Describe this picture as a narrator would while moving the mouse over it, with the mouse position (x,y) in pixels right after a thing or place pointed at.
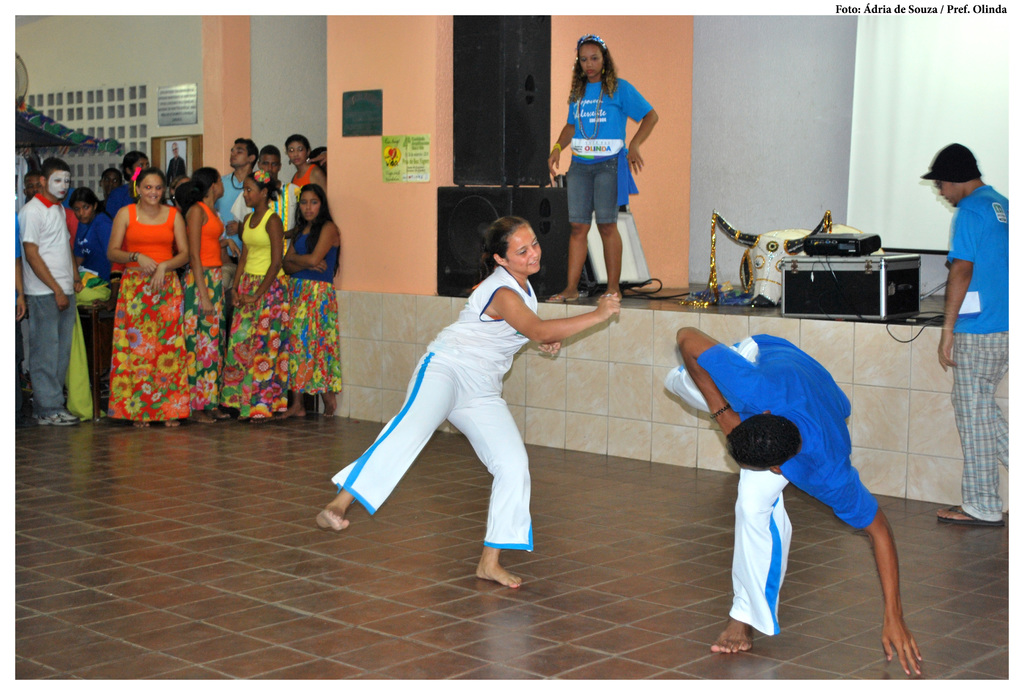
In the middle of the image (682,353), there are two persons (797,415) doing a performance on the floor (334,586). On the left side (326,259), there are persons (328,257) in different color dresses (258,279) watching them. On the right side (970,381), there is a person (947,301) standing. In the background (762,130), there is a woman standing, on which there are speakers (517,198) and other devices (881,288) and there is a wall (162,61).
